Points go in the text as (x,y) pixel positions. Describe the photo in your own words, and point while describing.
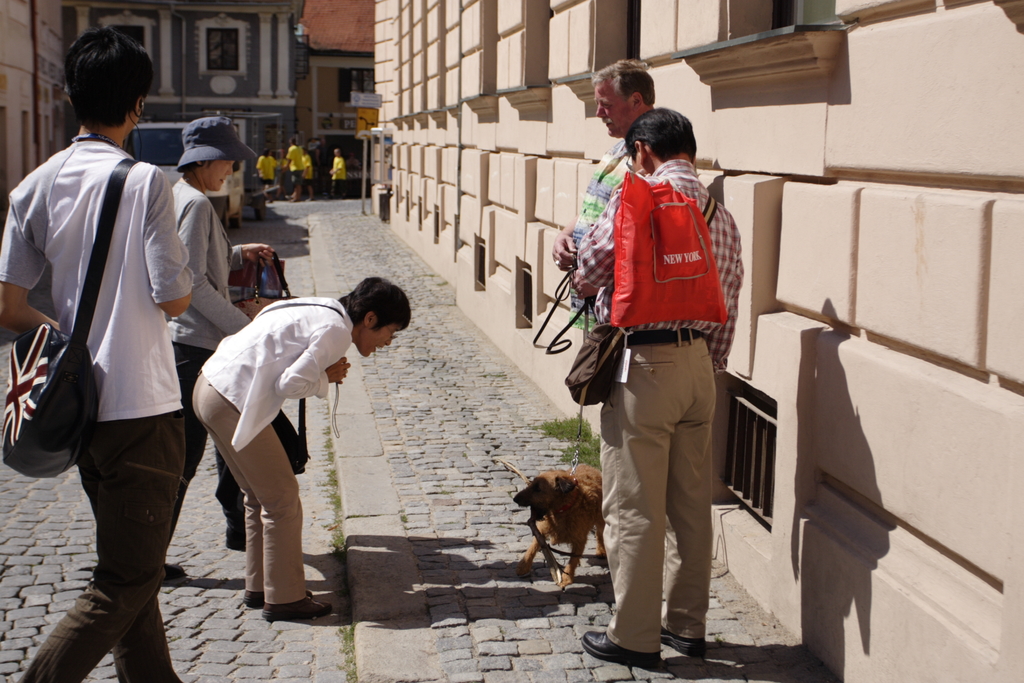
This picture is clicked on a town street (586,617). Here, we see three people (100,289) standing. Man (152,252) in white t-shirt (88,250) is wearing shoulder bag (81,385). Person (251,442) in white shirt (248,364) is looking at the dog (579,502) which is on the opposite side. On the opposite side, we see two people (694,445) standing. Men (681,470) in checks shirt (719,240) is wearing red bag (668,269). Beside them, we see a building (411,126) which is beige in color. On background (261,168), we see four people (308,156) in yellow t-shirt (300,156) are standing and it is a sunny day.
